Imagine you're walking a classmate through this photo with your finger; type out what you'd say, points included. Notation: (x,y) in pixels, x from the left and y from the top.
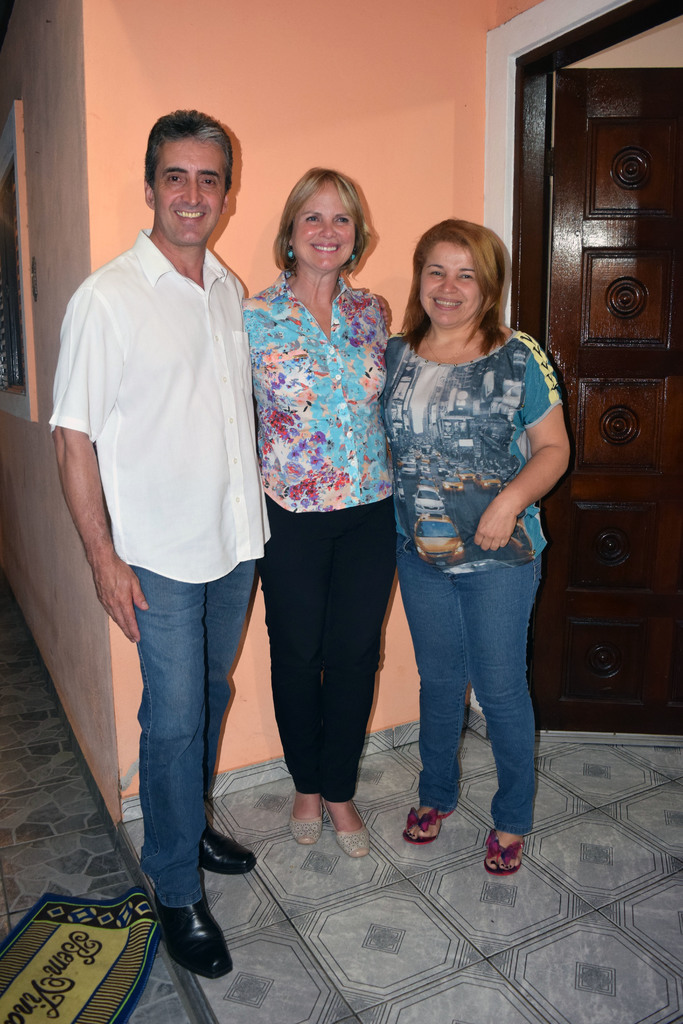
In this image we can see a man (205,500) and two women (417,575) are standing on the floor (100,892) and there is a doormat (66,926) on the floor (83,878). In the background (112,164) we can see wall (55,171), window (11,254) and door (572,81).
